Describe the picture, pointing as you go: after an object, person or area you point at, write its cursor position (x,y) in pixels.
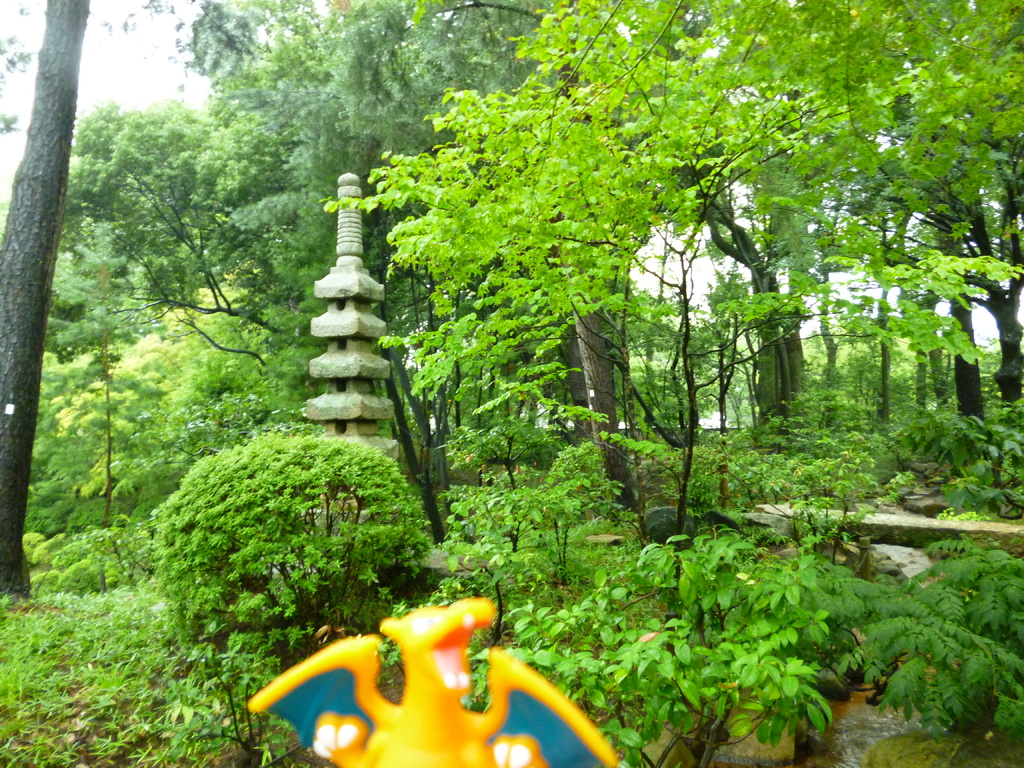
At the bottom of this image (419,725) there is a yellow color toy (392,730). In the background (214,600), I can see many plants (484,558) and trees (500,289) and also there is a pillar (354,367).
